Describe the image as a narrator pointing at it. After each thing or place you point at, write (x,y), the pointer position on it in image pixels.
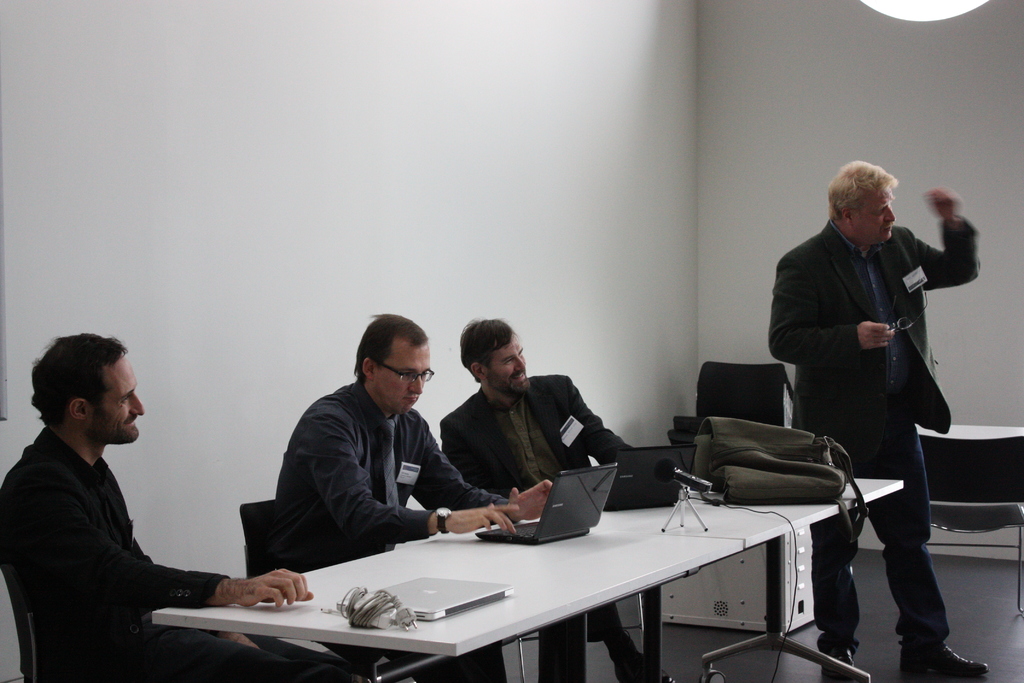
As we can see in the image there is a white color wall (585,125), few people (516,470) wearing black color jackets (833,324), chairs (726,366) and there are tables (553,573). On table (545,562) there are laptops (492,537) and a bag (761,464).
